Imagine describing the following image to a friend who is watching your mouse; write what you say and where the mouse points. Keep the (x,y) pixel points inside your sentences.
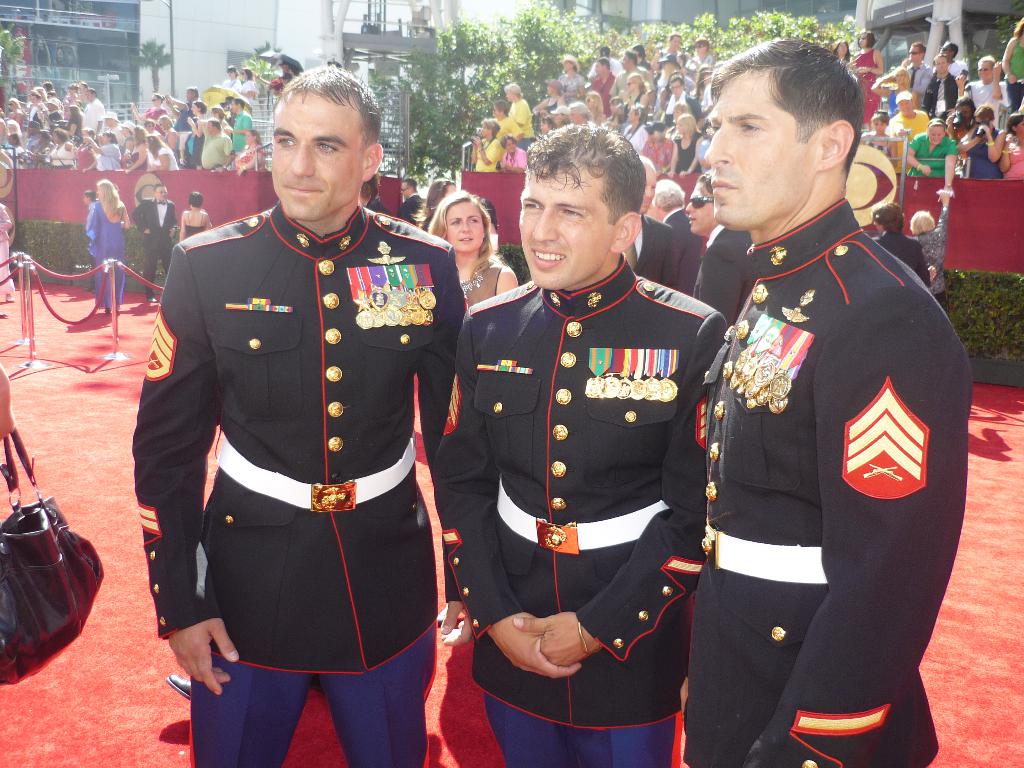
In front of the picture, we see three men (635,570) are standing. They are posing for the photo. Behind them, we see people (436,232) are standing. On the left side (20,537), we see a black handbag (52,538) and the barrier poles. Behind that, we see a sheet (30,178) in maroon color. Behind that, we see many people (579,120) are standing. There are trees (416,153) and buildings (67,19) in the background (329,19). At the bottom (110,661), we see a red carpet (78,699). It is a sunny day.
